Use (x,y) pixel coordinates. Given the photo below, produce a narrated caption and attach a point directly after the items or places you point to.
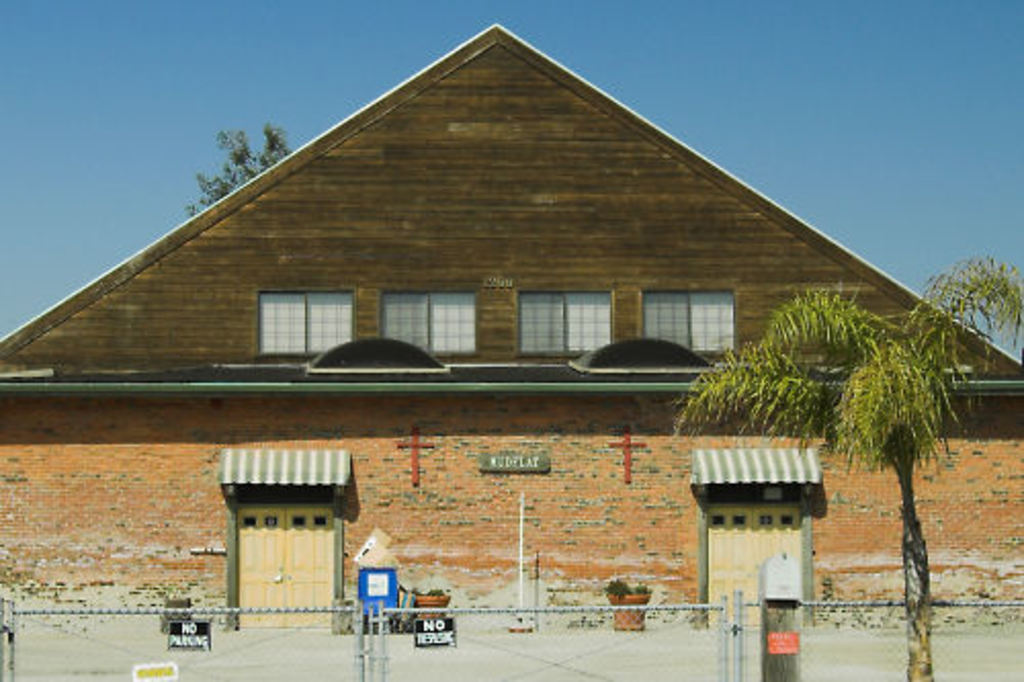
In this image there is the sky (198,89) towards the top of the image (185,70), there is a building (400,117), there is a door (753,537), there is a wall (515,447), there are objects (630,450) on the wall (497,429), there is ground (481,657), there are flower pots (635,617) on the ground (472,629), there are plants (613,584), there is a plant (913,424) towards the bottom of the image (917,513), there is a fence (948,647) towards the bottom of the image (159,667), there are boards (143,681), there is text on the boards (444,643).
